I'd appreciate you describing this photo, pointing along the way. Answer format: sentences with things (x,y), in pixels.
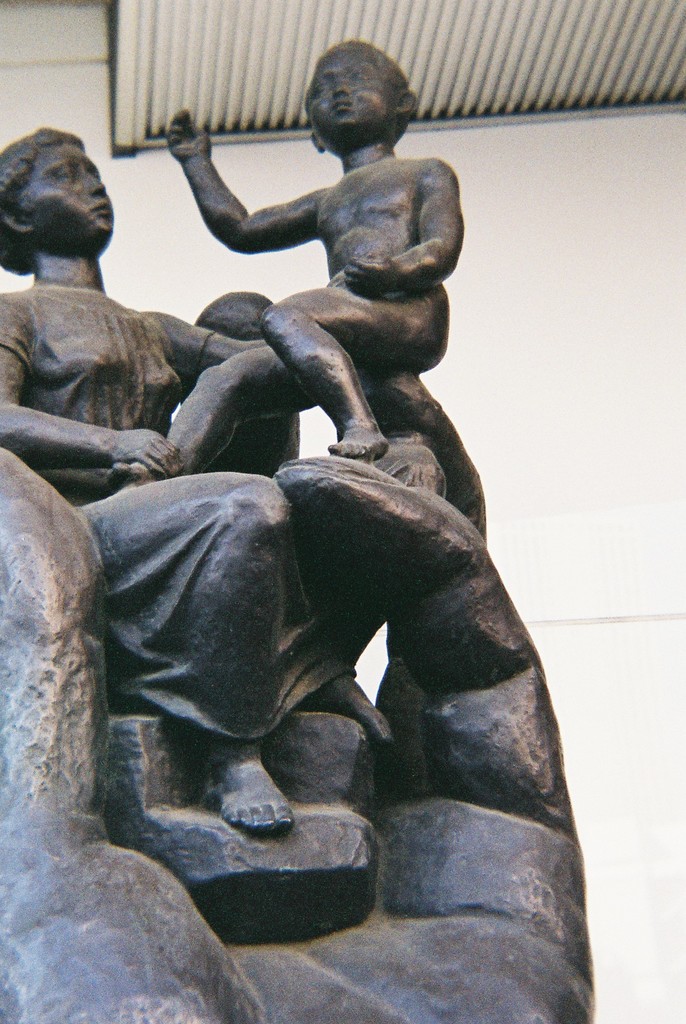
In this image we can see a sculpture (346,93), at the top of the image (562,36) we can see a window blind (179,78), in the background (74,50) we can see the wall (533,377).
